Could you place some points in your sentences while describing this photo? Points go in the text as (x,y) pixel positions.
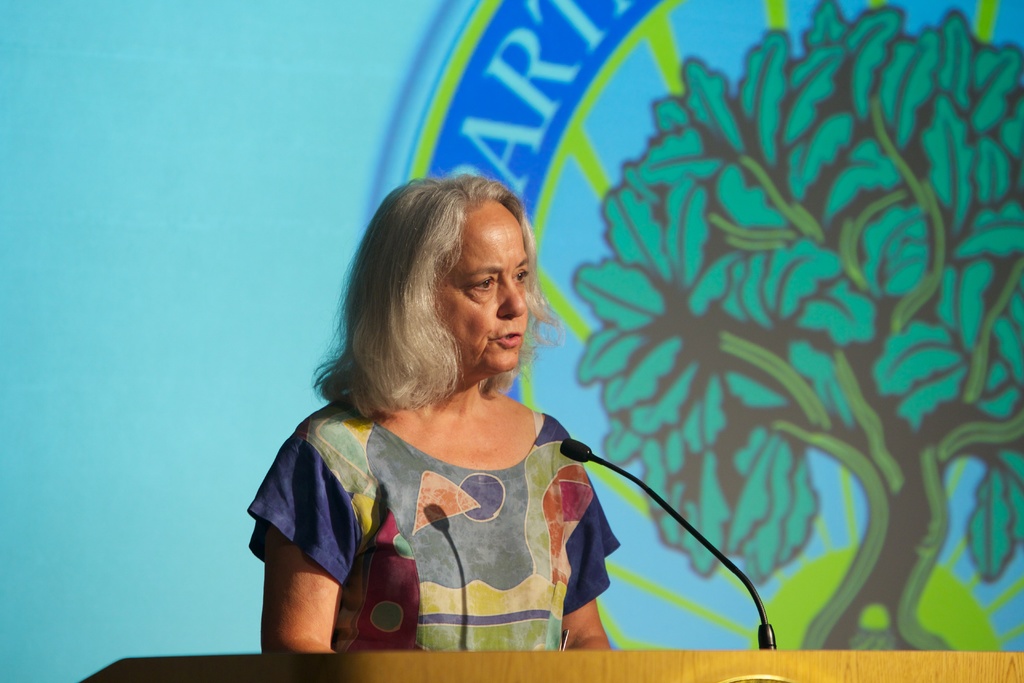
In this image there is a woman (476,553) standing in front of the podium (338,656). On the podium (656,678) there is a mic (762,614). In the background (389,75) there is a screen (284,78). In the screen (471,103) we can see there is a plant (870,398) on the right side (870,487). It seems like a symbol (766,207).
